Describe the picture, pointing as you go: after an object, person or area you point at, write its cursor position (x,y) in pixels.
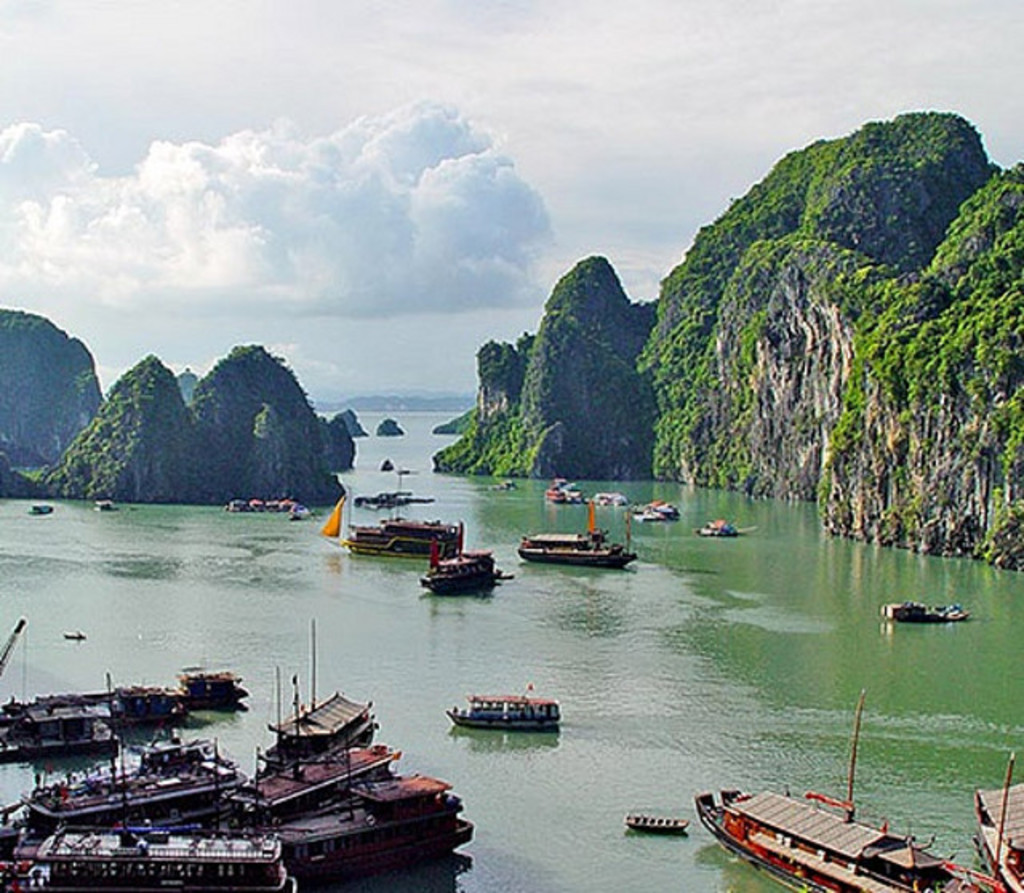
In this image few boats (501,718) are sailing on the surface of the water (389,646). Background (989,407) there are hills (59,367). Top of the image (416,187) there is sky (356,167) with some clouds (303,177).
